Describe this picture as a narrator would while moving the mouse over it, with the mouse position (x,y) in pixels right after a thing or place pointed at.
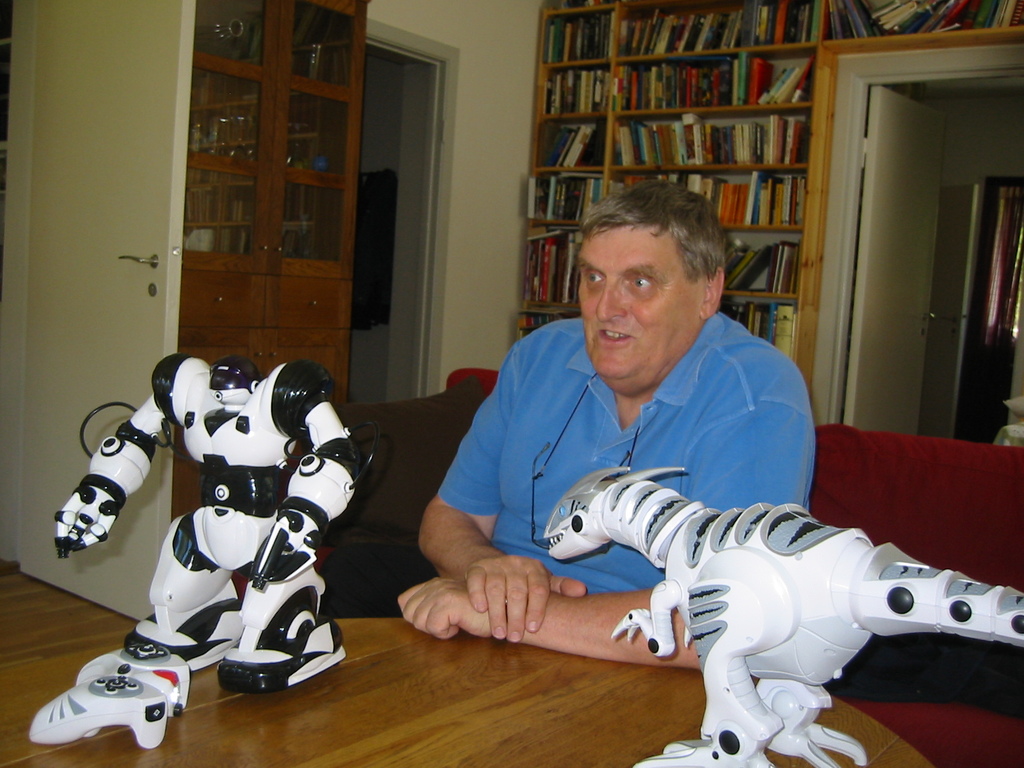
In this image I can see the person (618,436) sitting on the couch (1015,553) and there is a table (510,762) in-front of the person (558,588). On the table (466,736) I can see the toys (575,486). In the background (767,220) I can see the books (722,217) in the rack (678,163). To the left (88,207) I can see the door (121,201) and the few objects (207,215) in the cupboard (210,279). To the right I can see an another door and the curtain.
